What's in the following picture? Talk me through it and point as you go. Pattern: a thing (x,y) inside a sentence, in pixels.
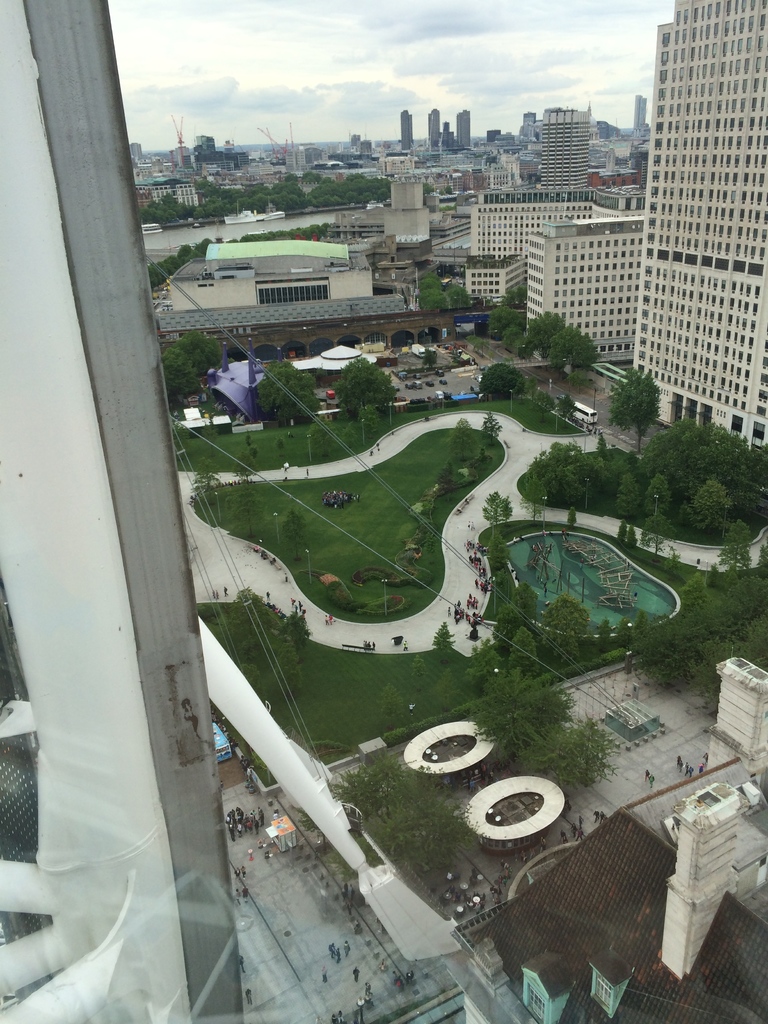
In this picture we can see buildings (571,1011), trees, people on the ground (376,677) and we can see sky (446,112) in the background (436,95).
